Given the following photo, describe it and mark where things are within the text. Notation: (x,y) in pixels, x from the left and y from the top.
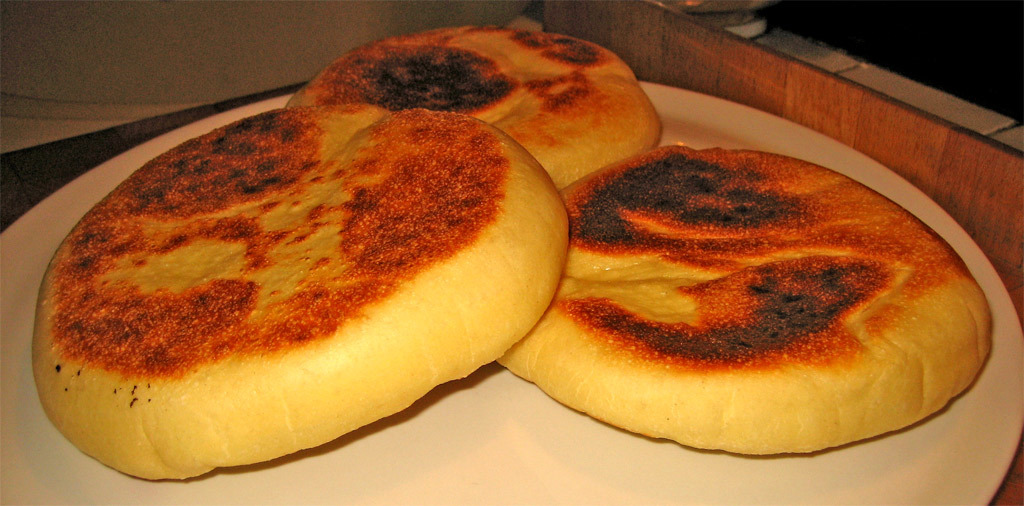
The picture consists of breads (723,271) which are in round shape, they are placed in a plate (772,131). The plate (840,460) is on the table (32,178). At the top (646,22) there is a wooden object (772,77).
